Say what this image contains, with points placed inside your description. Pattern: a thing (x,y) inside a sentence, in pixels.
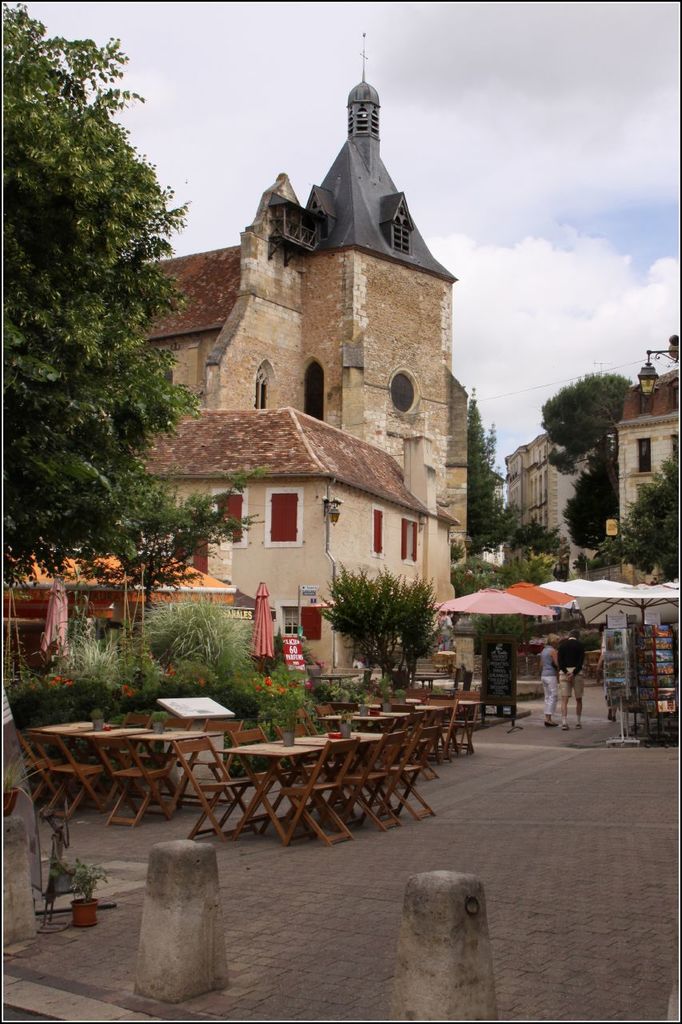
In this image we can see three buildings (541,436). There are many trees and plants (238,762) in the image. There are few tents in the image. There are many books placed on the racks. There is a sky (599,73) in the image. There are many chairs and tables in the image. There is a lamp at the right side of the image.
